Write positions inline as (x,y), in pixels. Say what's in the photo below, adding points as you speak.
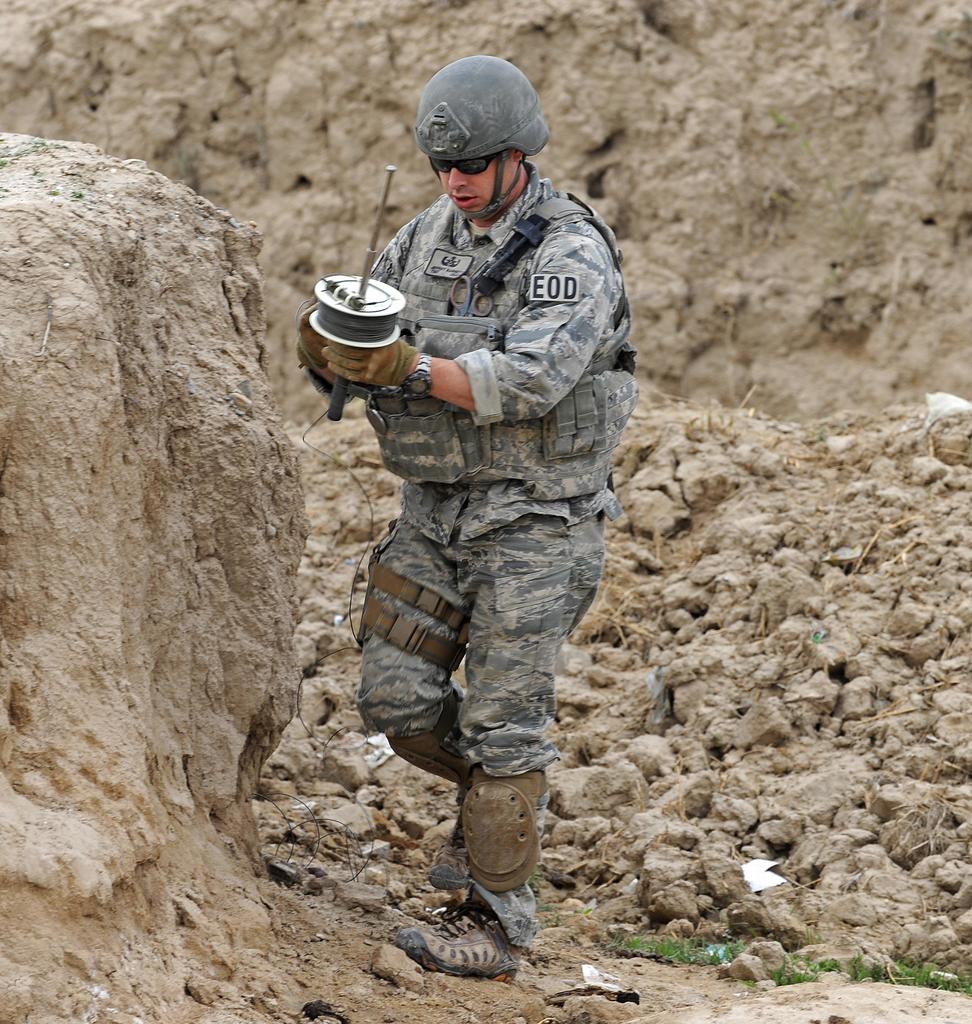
In this image in the center (473,599) there is one man (507,652) who is standing and he is holding something, at the bottom (738,754) there are some rocks (694,530) and in the background (577,79) there is a mountain (264,135).
